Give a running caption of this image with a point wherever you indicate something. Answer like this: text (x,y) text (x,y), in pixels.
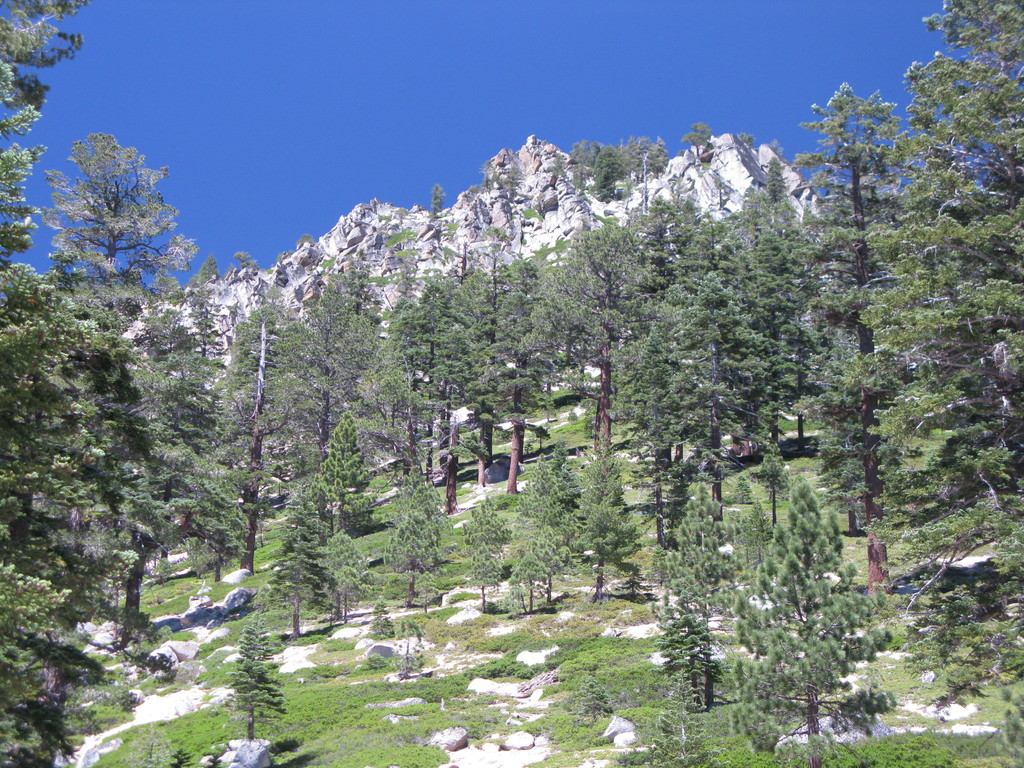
In this image I see number of trees (840,252) and I see the ground (484,663) on which there is grass (363,676) and I see few rocks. In the background (484,136) I see the clear sky (476,116).
